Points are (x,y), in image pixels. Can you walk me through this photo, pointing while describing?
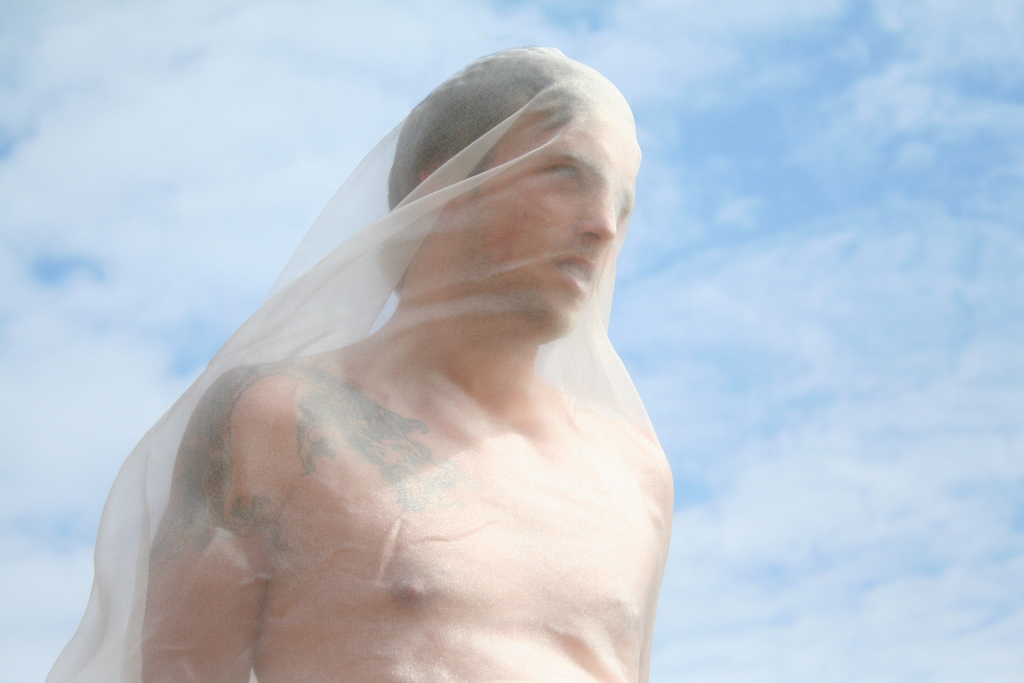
In this picture we can see a man (440,457), and we can find a cloth (324,326) on him, in the background (256,247) we can see clouds (126,254).
